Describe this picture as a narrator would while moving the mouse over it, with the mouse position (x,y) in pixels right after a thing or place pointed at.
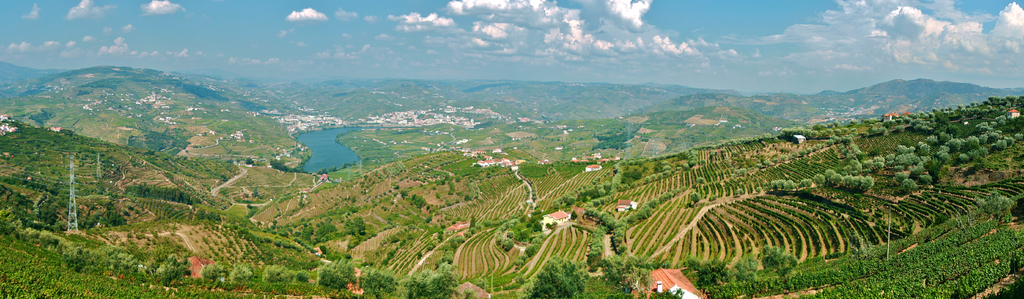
This picture might be taken outside of the city. In this picture, on the right side (721,251), we can see some houses (465,298), plants (810,226), trees (741,298). On the left side (318,145), there is a water (338,145). In the background (117,99), we can see mountains (912,89), buildings (438,116). On the top (675,36) there is a sky (683,44), at the bottom (796,235), we can see some plants (784,213) and a grass (787,244).
